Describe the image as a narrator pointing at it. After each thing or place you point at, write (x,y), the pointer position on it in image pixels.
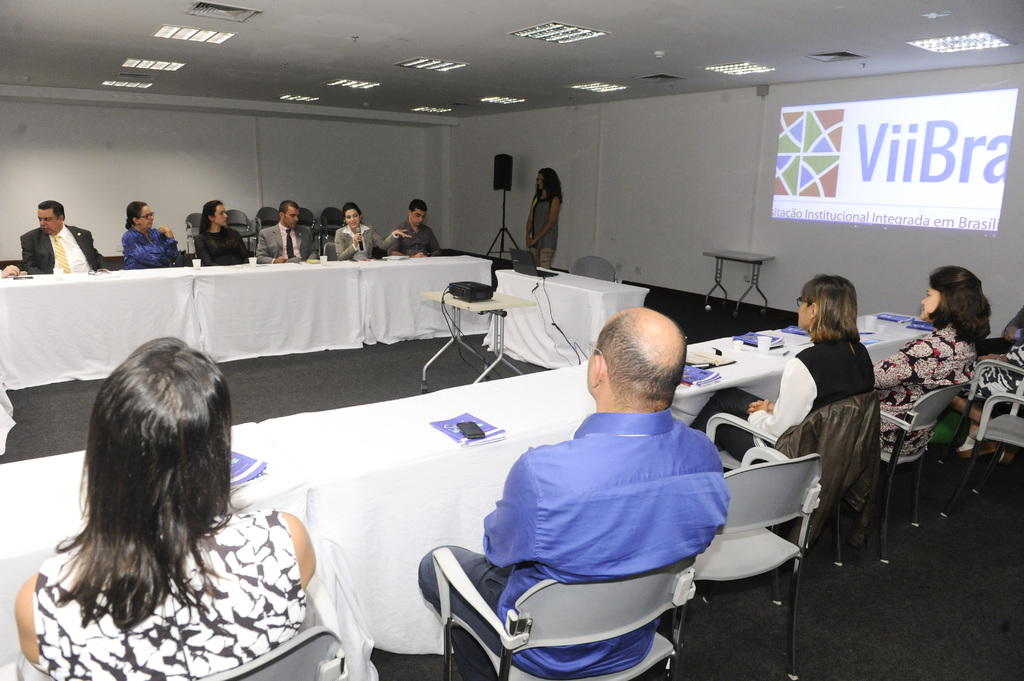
In this picture we can see some persons (683,506) are sitting on the chairs (333,254) around the table (407,482). And there is a white cloth (316,317) on the table (349,301). Here we can see a projector (472,293) and this is the screen (944,138). This is the floor (926,625) and there is a woman (533,206) standing on the floor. And these are the lights (586,33) and there is a wall (162,149).
